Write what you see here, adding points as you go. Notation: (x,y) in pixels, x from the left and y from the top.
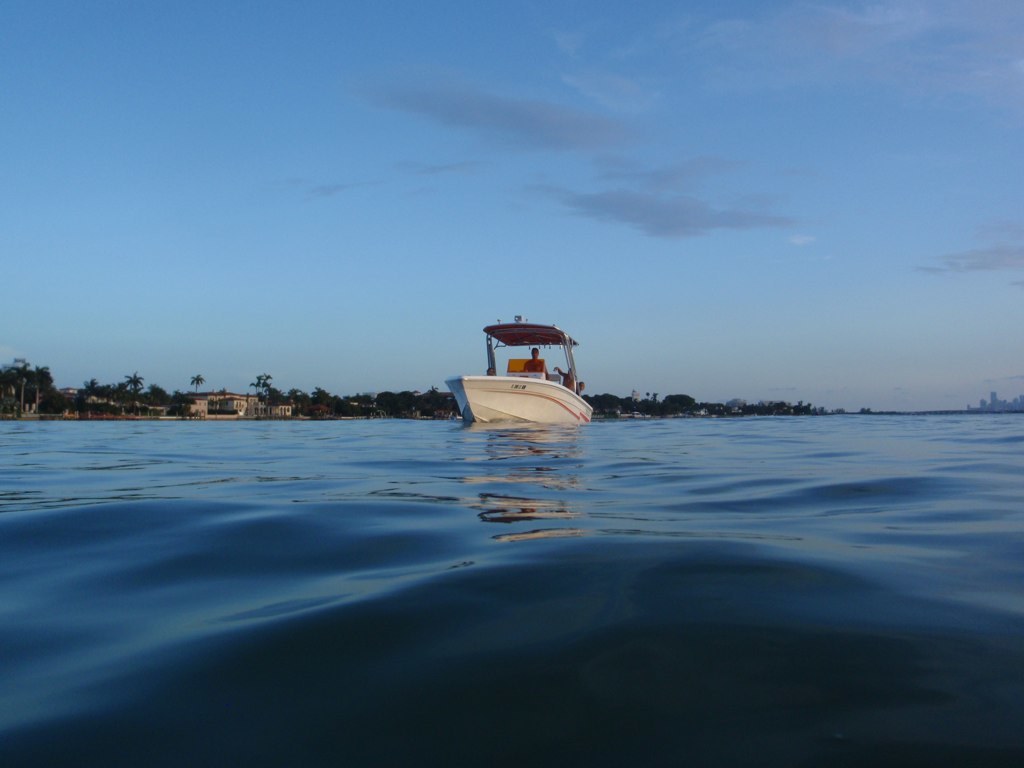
In this image, we can see a person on the boat (517,396) and in the background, there are trees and buildings (634,397). At the bottom (481,609), there is water (437,608) and at the top (517,169), there is sky (501,127).
